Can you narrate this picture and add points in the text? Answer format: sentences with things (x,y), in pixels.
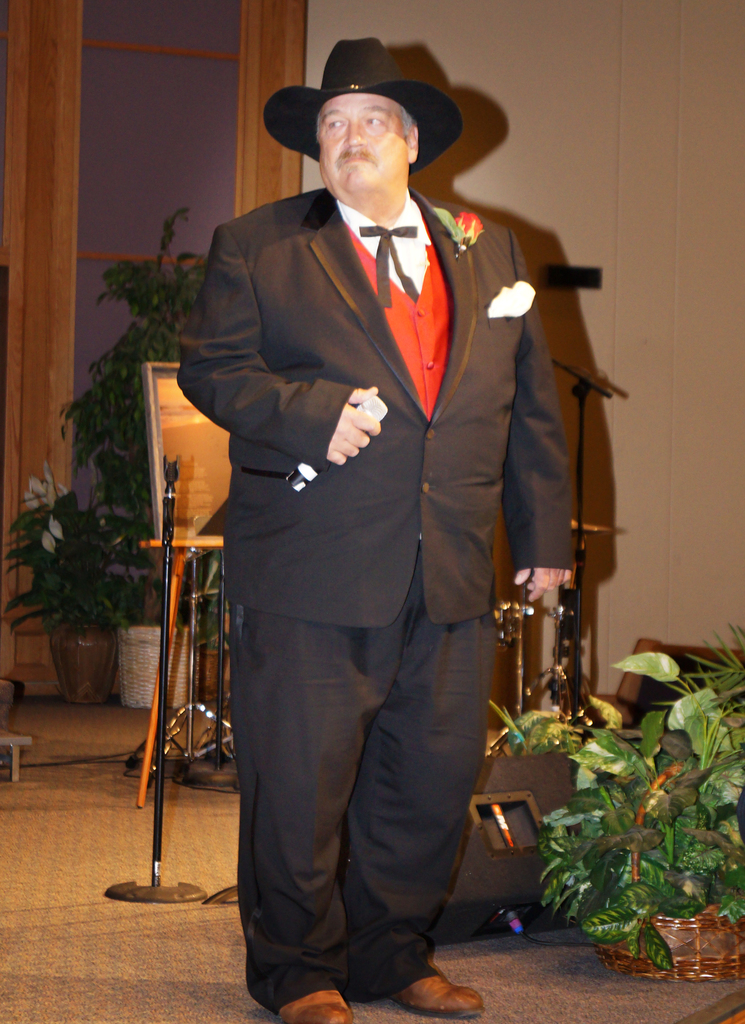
In this picture a man (361,492) in black blazer (360,358) with hat (330,90) holding a microphone (364,403). Background of this man (392,344) is a wall (537,100) and a glass window (164,121). To the right side of the man (406,617) there are the flower pots (640,830).
